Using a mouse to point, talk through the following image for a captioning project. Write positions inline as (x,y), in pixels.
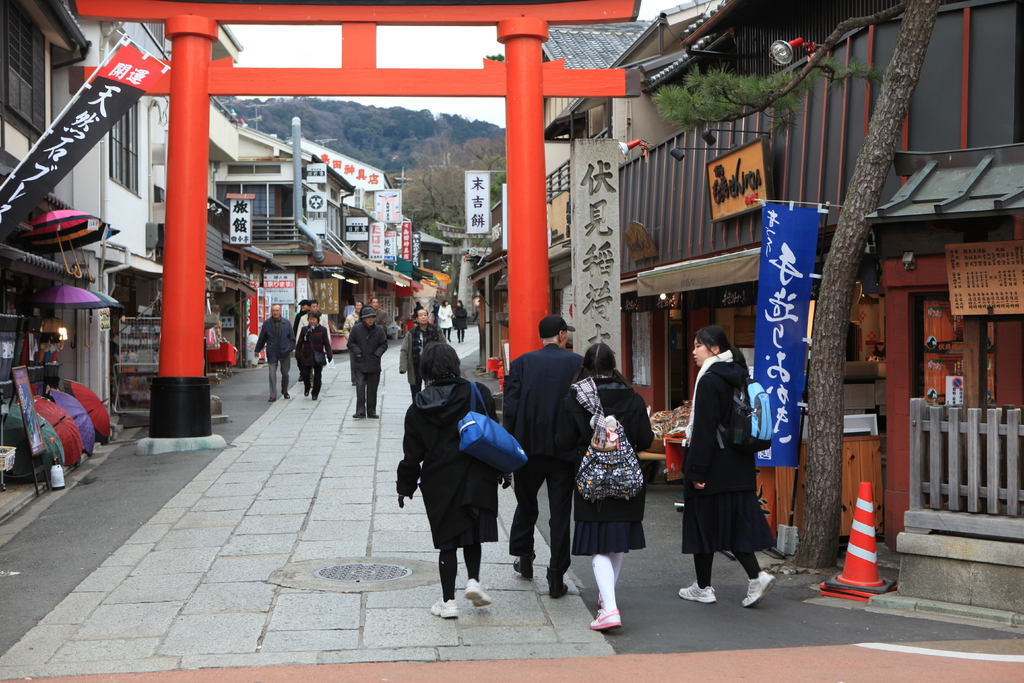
In this image I can see in the middle (378,306) few people (277,308) are walking on the road (667,503), there are stores (110,338) on either side of this road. In the middle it looks an arch (417,78) in orange color, at the back side (362,127) there are trees (442,147). At the top (447,103) it is the sky (425,55).
